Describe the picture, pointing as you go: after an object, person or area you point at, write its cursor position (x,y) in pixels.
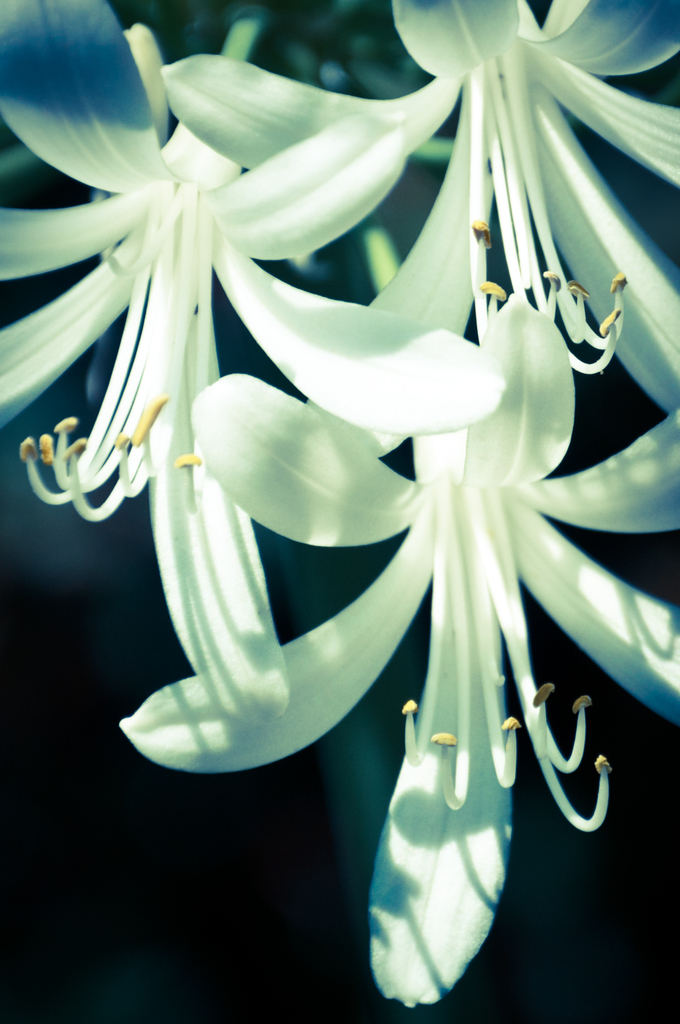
There are white color flowers (297,371) present as we can see in the middle of this image (325,503).
